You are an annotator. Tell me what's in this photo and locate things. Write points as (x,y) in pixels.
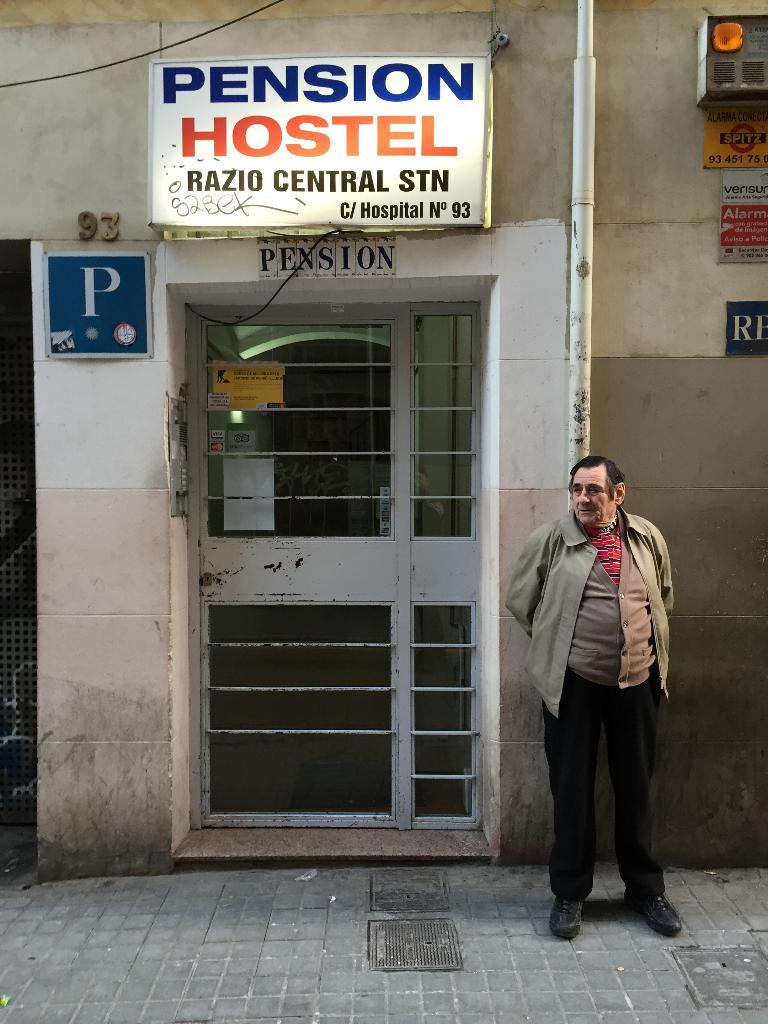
In this picture we can see a man (550,626), he is standing in front of the door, behind to him we can see a pipe (575,441), hoarding (243,112) and sign boards (761,178) on the wall (607,386).
